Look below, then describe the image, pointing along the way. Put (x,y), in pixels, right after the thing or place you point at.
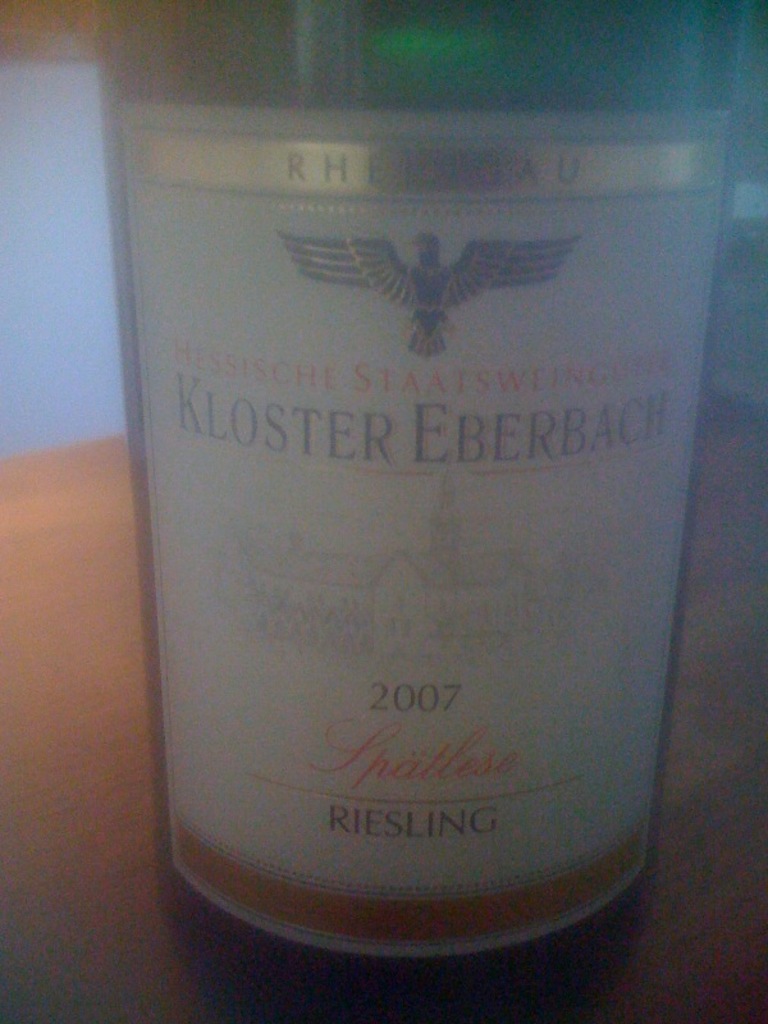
This picture contains a green color glass bottle (361,105). On the bottle (458,445), we see a white sticker (366,469) with text (544,406) written is pasted. This bottle (293,615) is placed on the brown table (27,702). Behind that, we see a wall (72,282) in white color.
